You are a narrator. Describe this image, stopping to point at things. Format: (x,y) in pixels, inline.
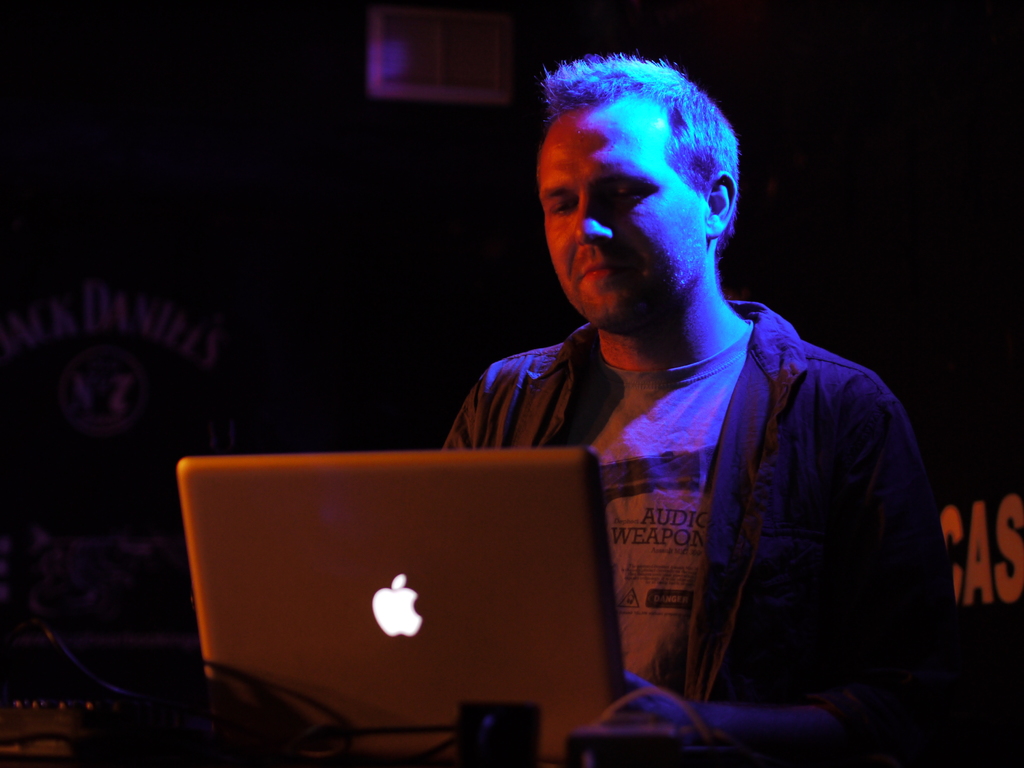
In this image in the center (665,313) there is one person (640,296) who is holding a laptop (432,555), and in the background (470,55) there is a window (427,66) and some board (971,540). At the bottom (329,725) there are some wires (426,728).
